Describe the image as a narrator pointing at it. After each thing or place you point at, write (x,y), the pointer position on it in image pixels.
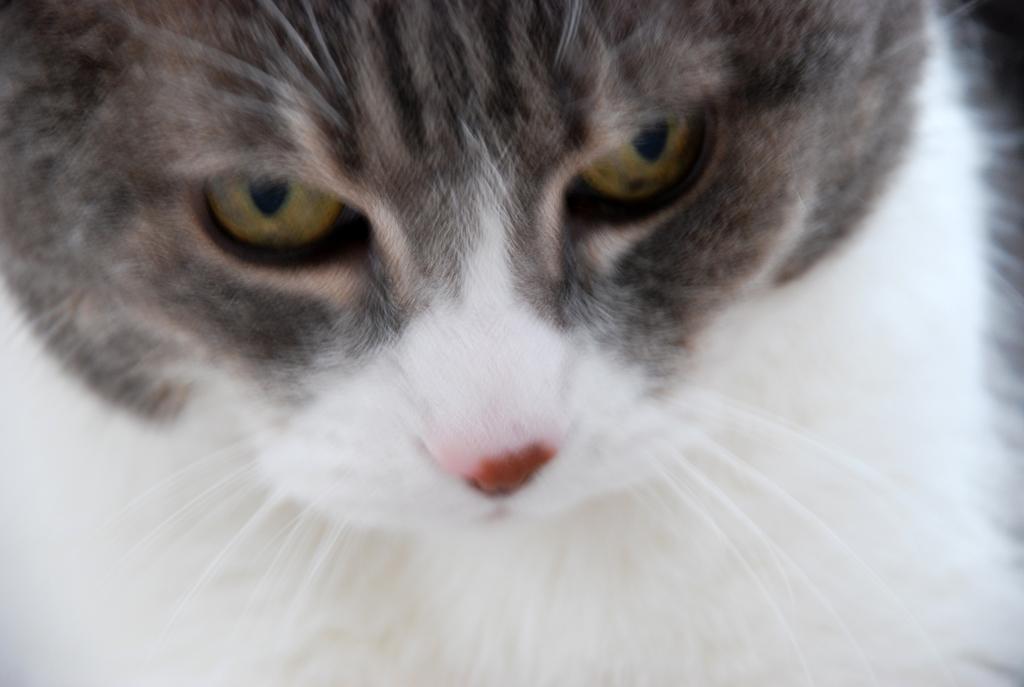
In this image I can see a cat (919,197) off white and grey in color. This image is taken may be in a day.
